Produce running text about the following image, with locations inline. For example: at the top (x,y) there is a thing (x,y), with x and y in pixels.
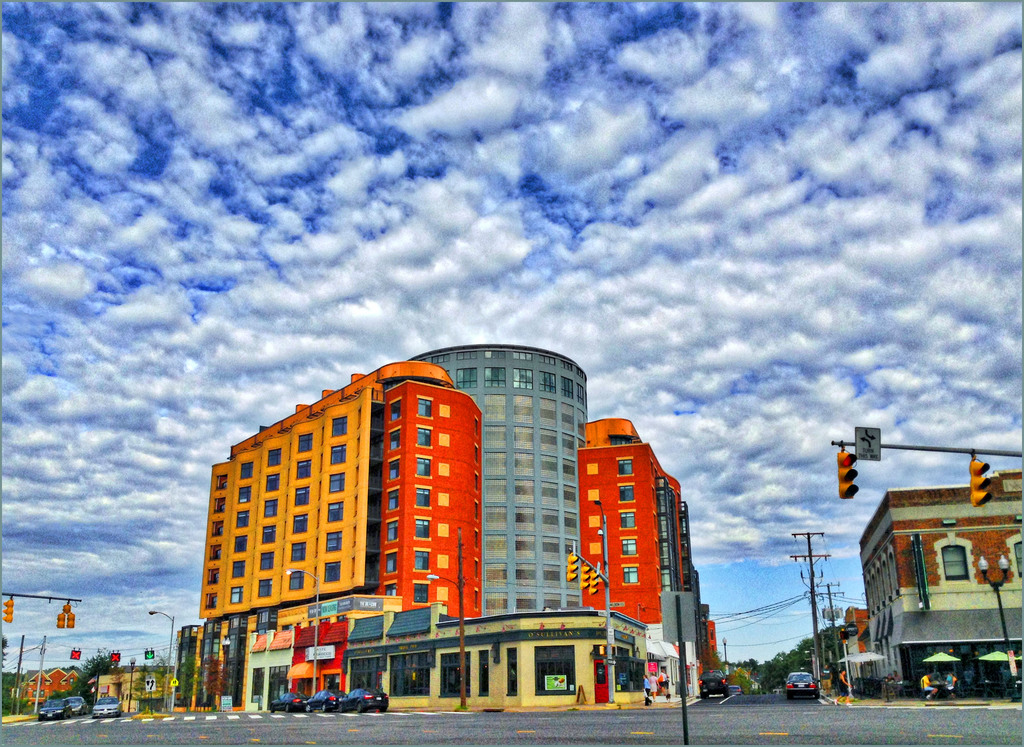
In the foreground of the picture (393,740) there are signal lights (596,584) and road (334,740). In the center of the picture (452,476) there are cars (323,706), signal lights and buildings (566,514). On the right (807,655) there are trees (761,674), umbrellas (940,661), people (954,681), cars (799,674), current poles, cables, signals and buildings (902,572). On the left (102,710) there are cars (111,709), signal lights (77,652), street lights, current poles (20,657), cables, trees (84,677) and buildings (73,678).
